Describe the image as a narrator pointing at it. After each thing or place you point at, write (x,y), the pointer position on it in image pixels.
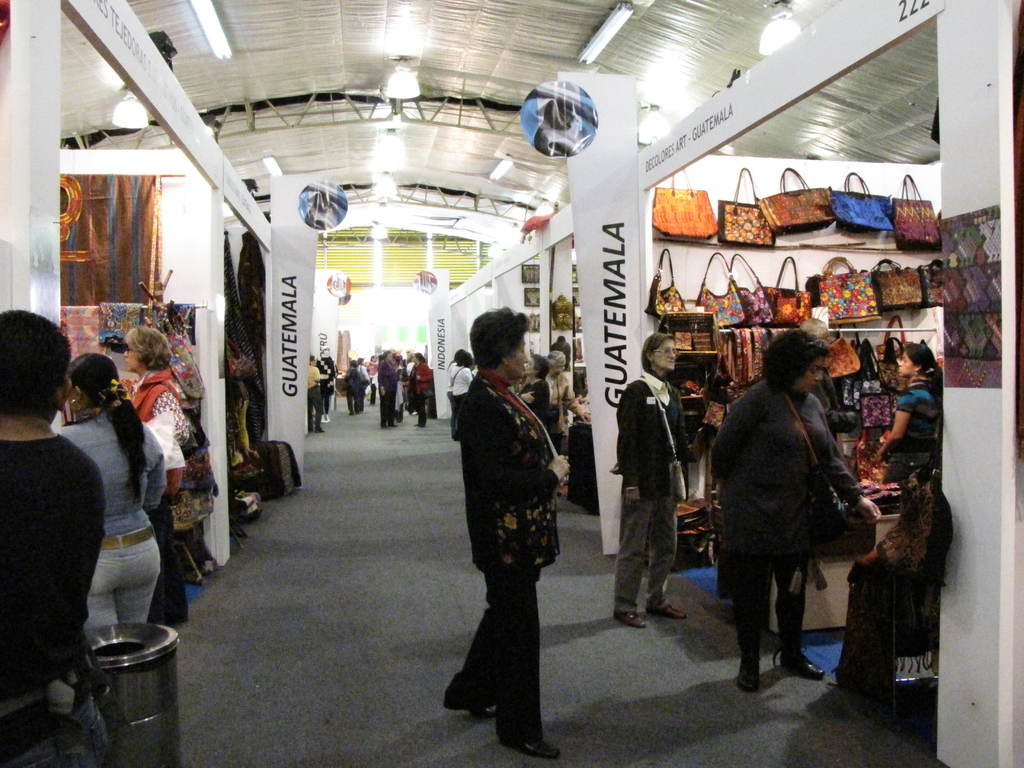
In this image in one building (808,107) there are many stores (237,438). People (182,404) are in front of the store (831,247). On the ceiling (399,185) there are lights (414,85). This is a bag shop (783,257). In front of the shops (691,265) there are hoardings (596,180). This is a dustbin (145,677).
